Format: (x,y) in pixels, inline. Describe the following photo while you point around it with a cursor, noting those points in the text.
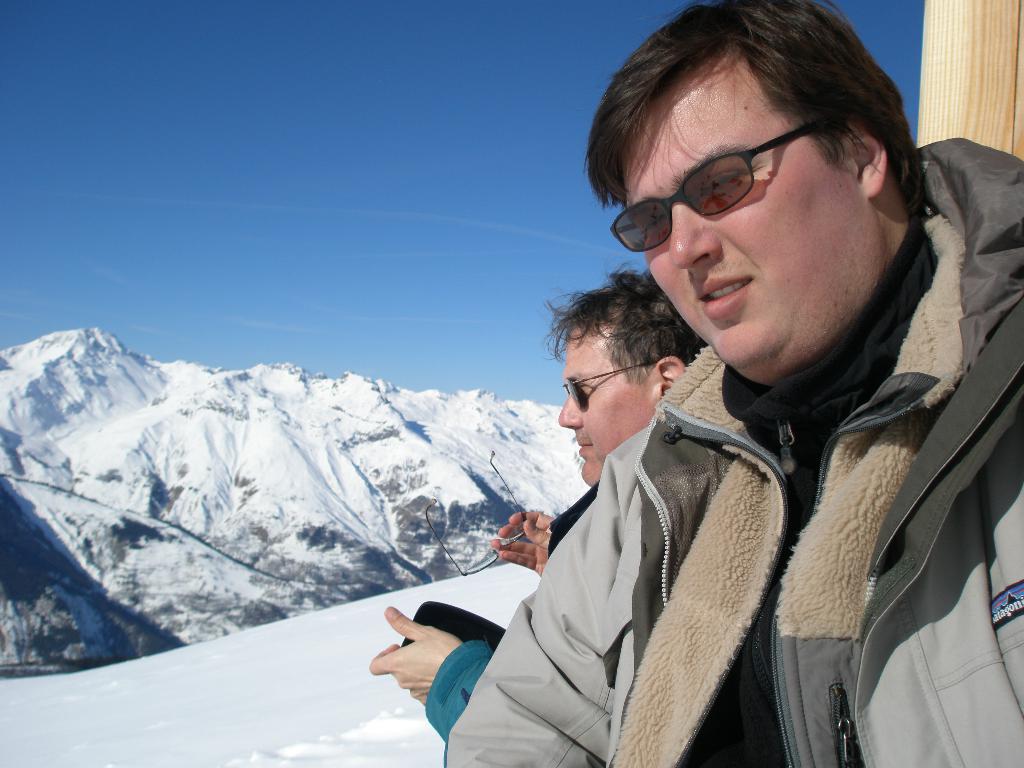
This picture is clicked outside. On the right (706,370) we can see the two persons (714,562). In the background (579,466) we can see the sky (444,191), hills (388,483) and we can see the spectacles (483,559) and lot of snow (271,631).
